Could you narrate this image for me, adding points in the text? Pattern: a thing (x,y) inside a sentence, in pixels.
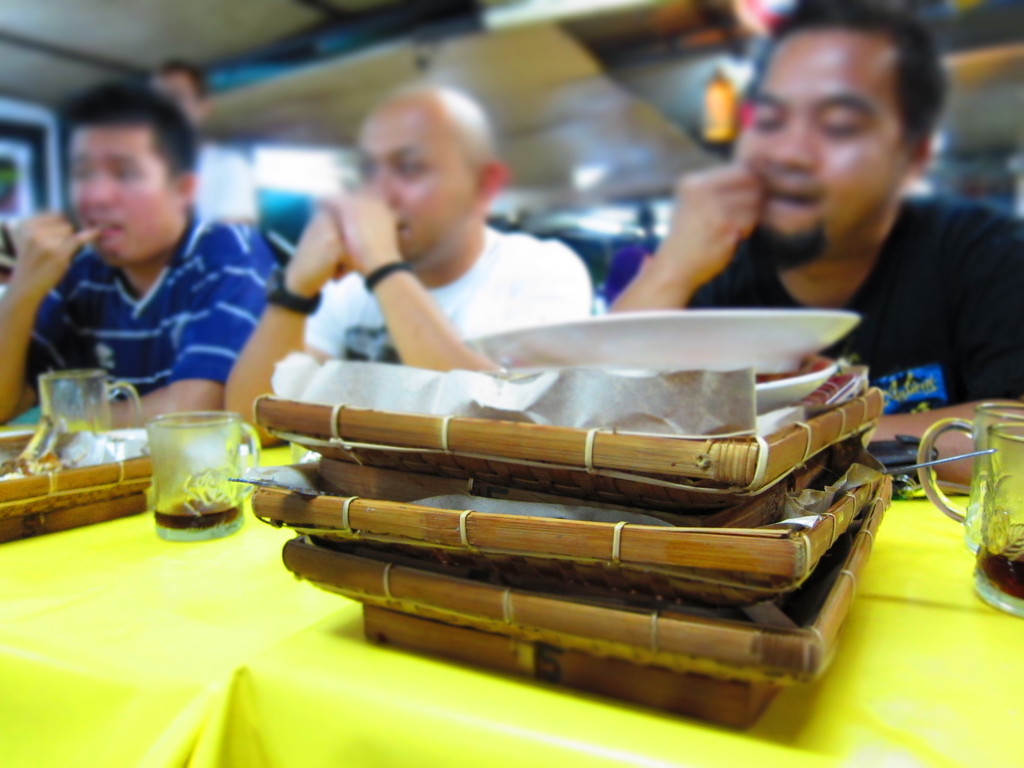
In this image there are three men (452,267). In front of them there is a table (178,616). On the table (175,631) there are plates (656,344), tissues (493,416) and beer mugs (972,527). Behind them there is another person (230,176) standing. At the top (497,42) there is the ceiling (545,64). To the left (24,132) there is a picture frame (46,162).
